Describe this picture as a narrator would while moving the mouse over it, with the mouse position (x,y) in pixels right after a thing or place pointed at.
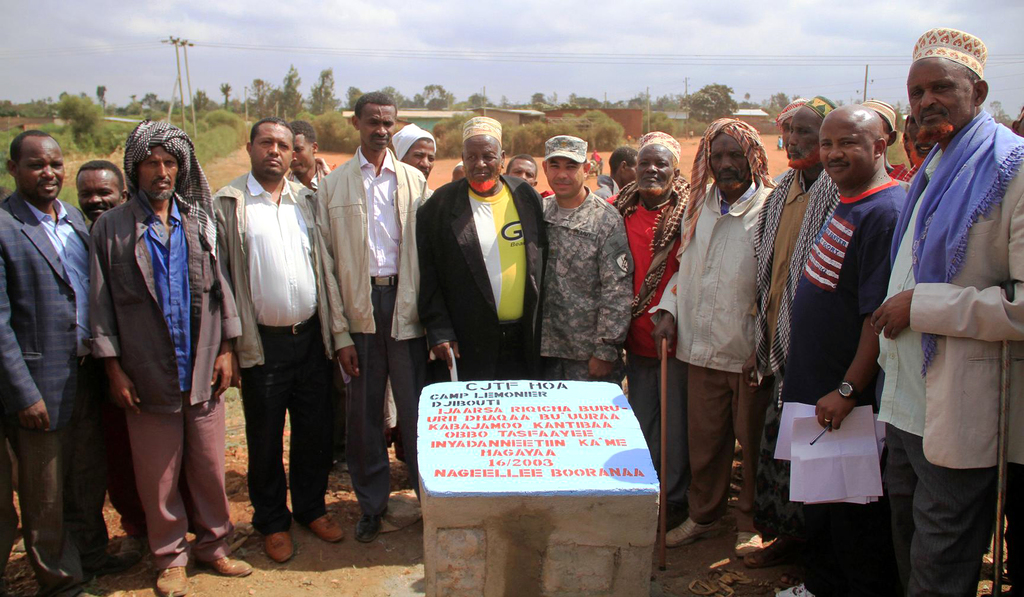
In the foreground (675,251) I can see a group of people (421,201) are standing on the ground (231,416) and a board (543,452). In the background (612,115) I can see trees (204,143), light poles (193,111), houses (505,111), wires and the sky (628,89). This image is taken may be during a day.
